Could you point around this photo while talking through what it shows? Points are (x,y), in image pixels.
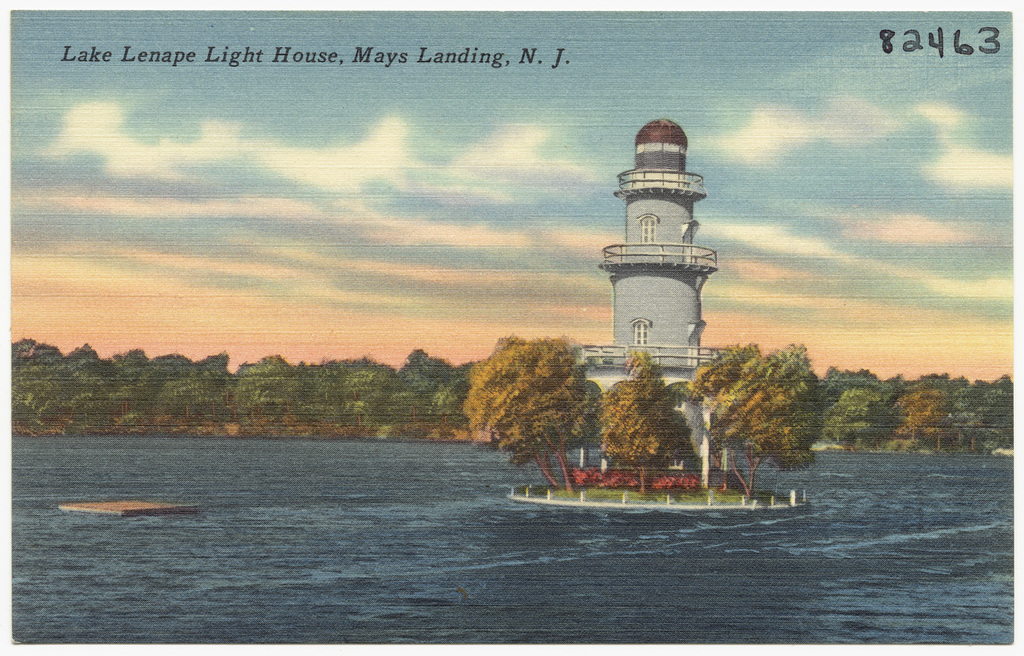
This is the painting image in which there is water (510,530), there are trees (666,412) and there is a tower (670,312) and there is some text (215,63) written on the image with some numbers (886,49) and we can see clouds (395,156) in the sky (867,157).
